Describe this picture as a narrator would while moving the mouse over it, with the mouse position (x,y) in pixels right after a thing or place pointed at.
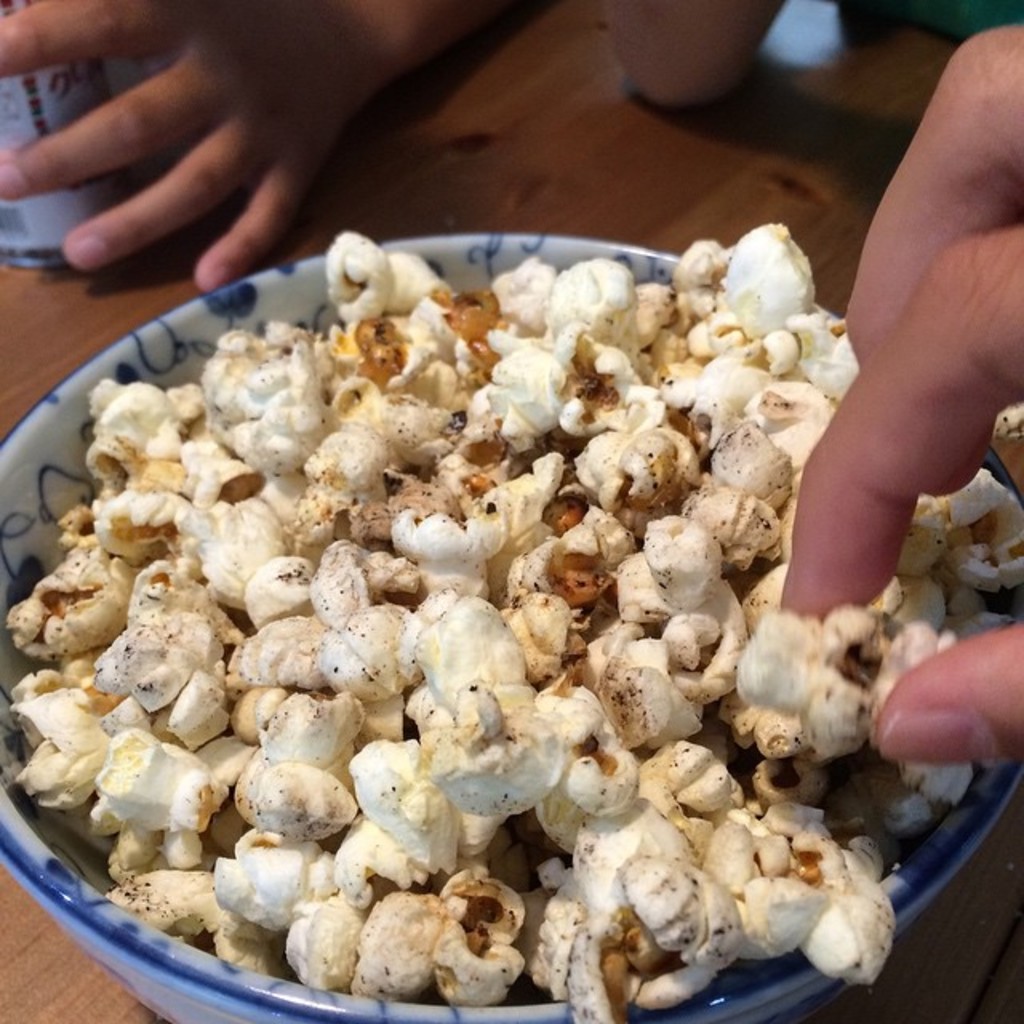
In this picture we can see popcorn (585,493) in a bowl (211,962) and object (12,83) on the table (400,179). We can see hands (936,399) of people (326,26).
